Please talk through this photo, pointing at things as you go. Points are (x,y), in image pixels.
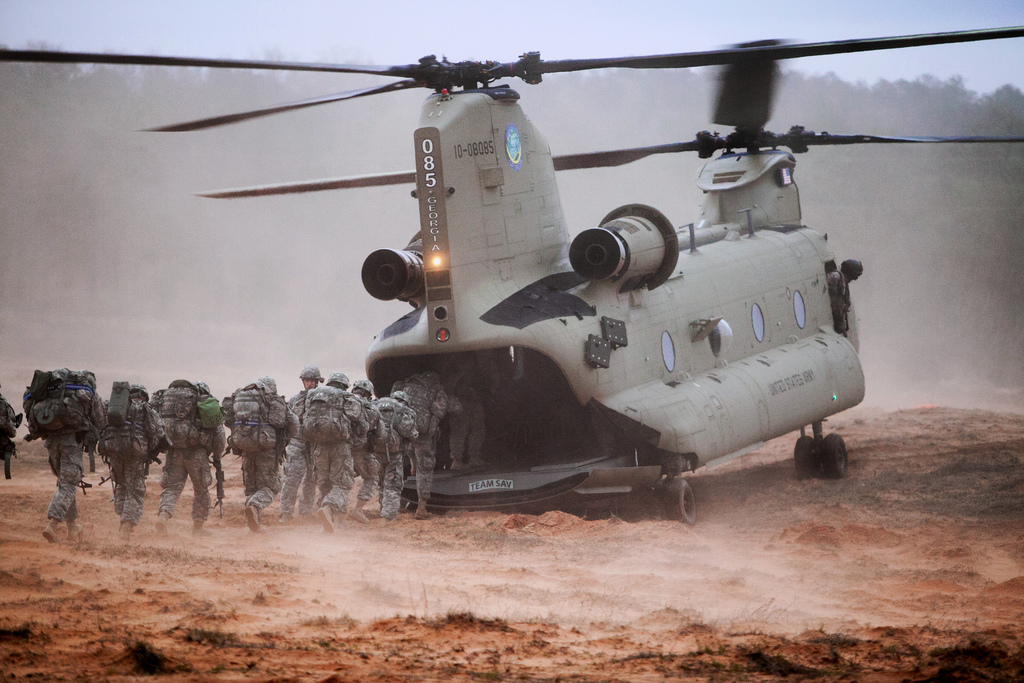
In this picture we can see a helicopter (704,371) on the ground (685,552), and few people (378,475) are running into the helicopter (543,423), and they wore bags (232,405), in the background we can see trees (849,197).
